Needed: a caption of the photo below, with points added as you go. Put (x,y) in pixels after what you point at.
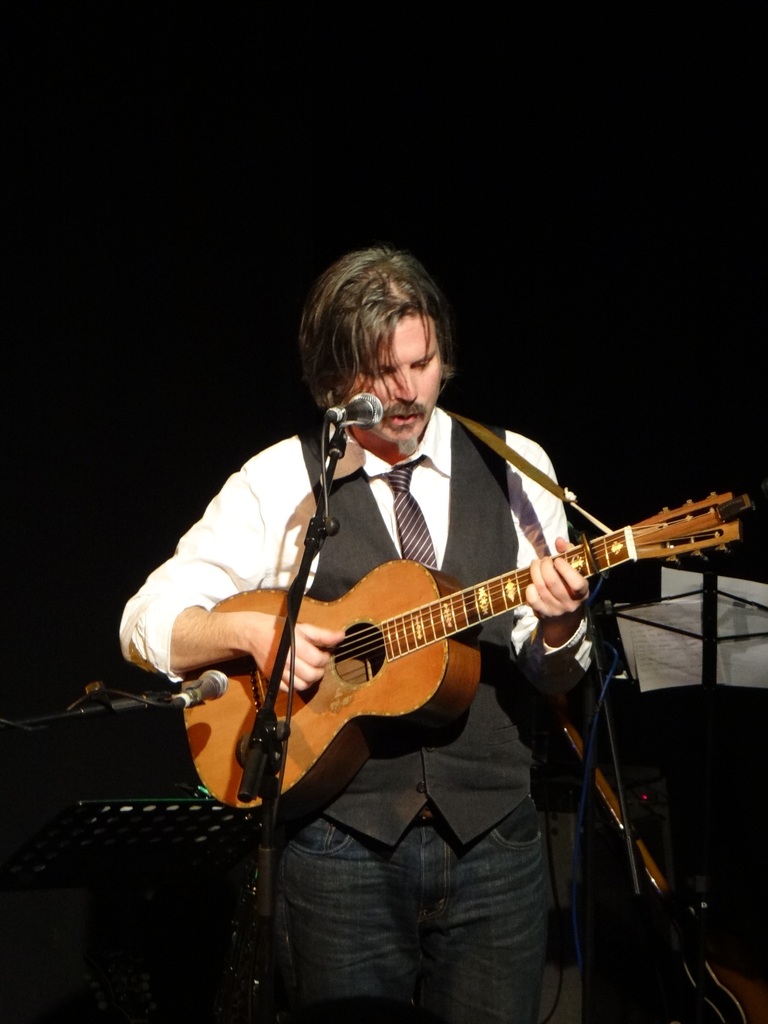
In this image there is a person (495,466) standing at the center (346,454) who is singing and playing a guitar (290,735). There is a microphone (349,413) present in front of him and a stand (308,539). Behind him at the right (671,648) there are paper notes (658,610).
